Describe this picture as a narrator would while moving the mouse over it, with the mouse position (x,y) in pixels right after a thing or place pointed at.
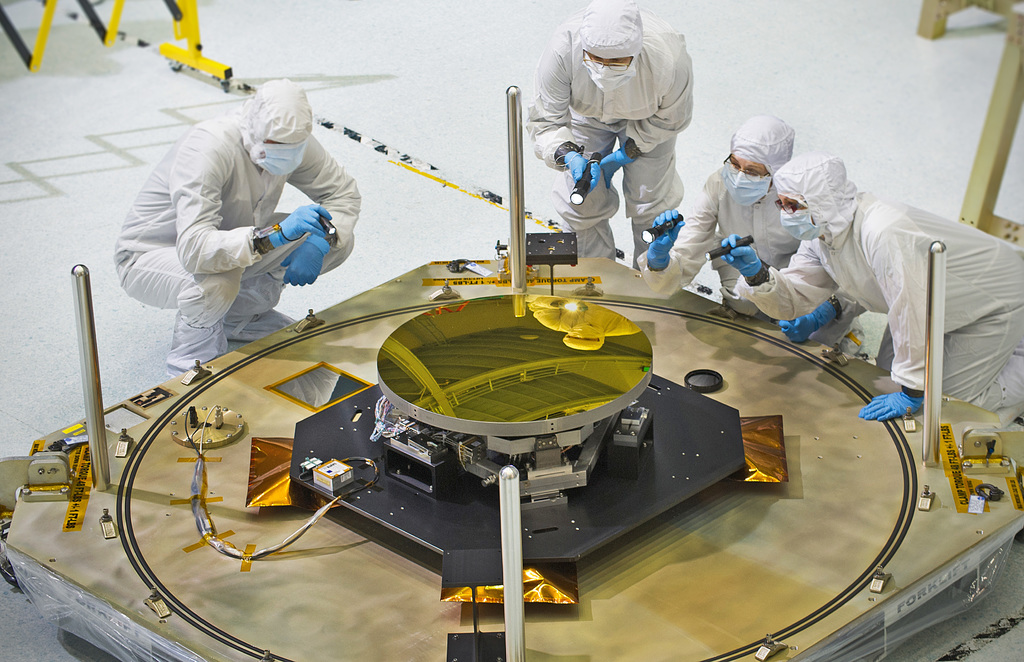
In this picture we can see one table (627,648) on it one machine (371,442) is placed around, few people (651,200) are sitting and watching.
